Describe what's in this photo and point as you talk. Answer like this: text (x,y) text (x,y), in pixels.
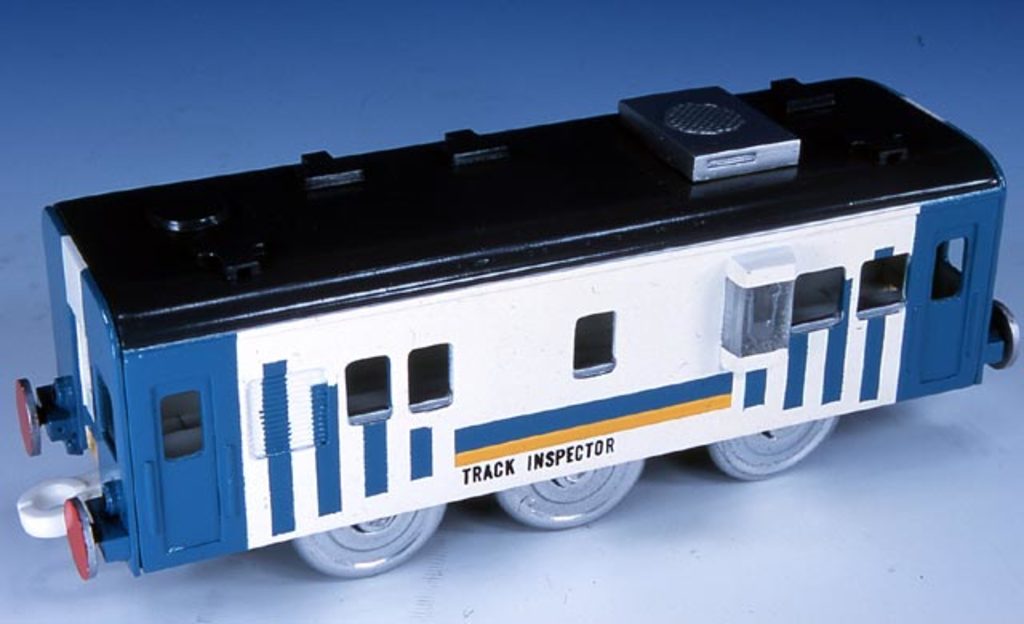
In this image I can see the miniature (366,355) of a railway engine (434,321) which is black, white and blue in color. I can see it is on the white colored surface (745,512).
